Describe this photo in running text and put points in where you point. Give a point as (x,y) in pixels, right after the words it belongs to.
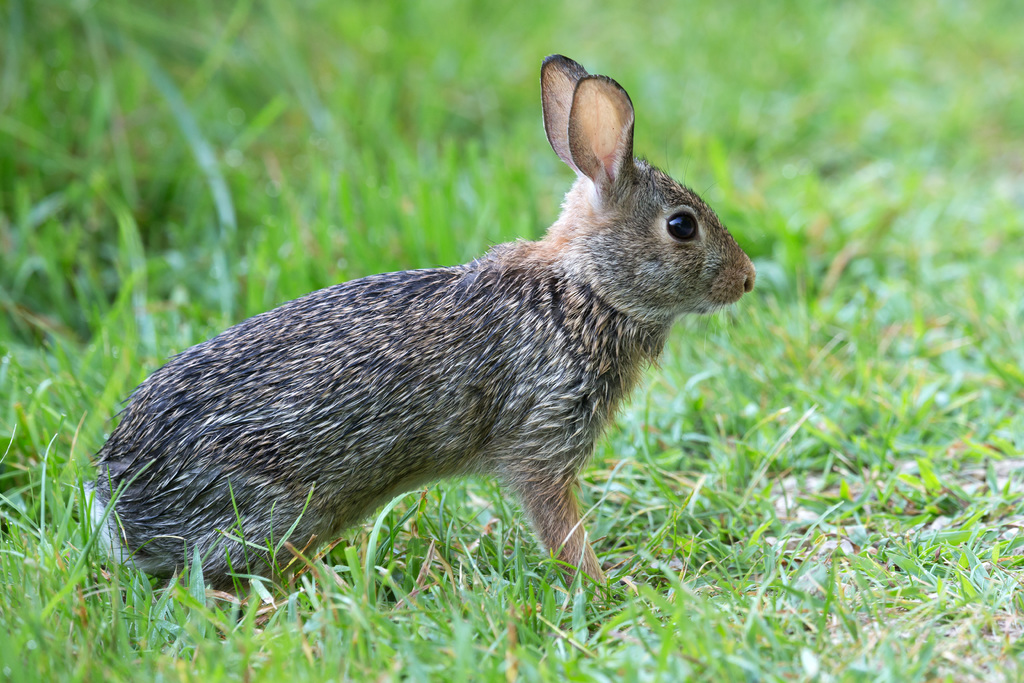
In this image there is a rabbit (335,469) sitting on the ground (327,581). There is grass (358,105) on the ground (850,514).
